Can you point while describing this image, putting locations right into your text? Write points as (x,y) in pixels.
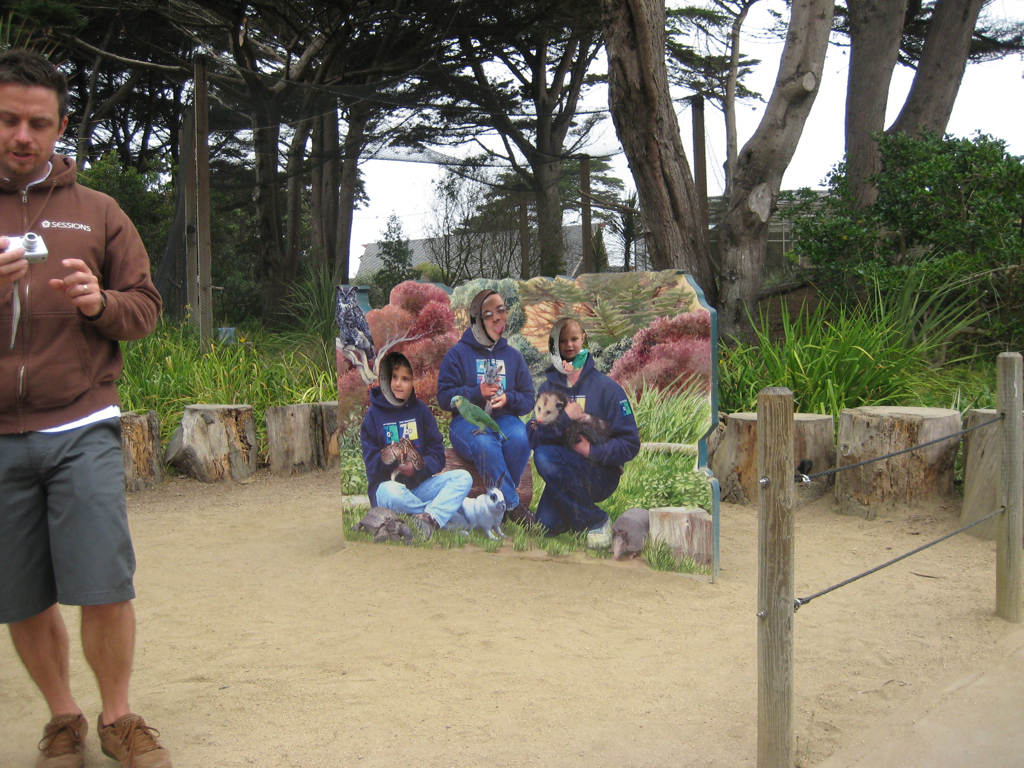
In this image we can see a person (87,279) holding a camera (40,251) in his hand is standing on the ground (271,705). On the right side of the image (792,473) we can see a fence (1018,455) with poles (1022,441). In the center of the image (564,351) we can see faces (405,385) of persons (493,333) from holes (499,333) in a wall (555,422). In the background (718,443), we can see wood logs (190,446), group of trees (755,249), plants (817,357), building (774,231) and the sky (826,135).
